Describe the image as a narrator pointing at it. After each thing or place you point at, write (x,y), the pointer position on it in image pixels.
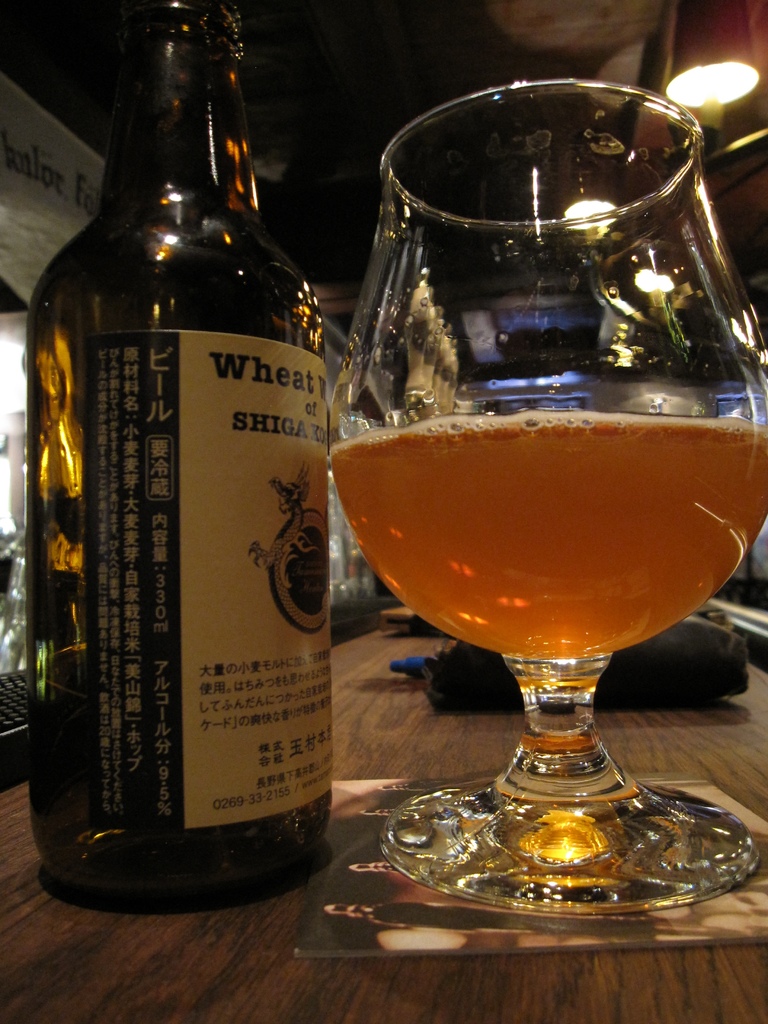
In this picture there is a bottle (148,50) and glass (571,826) and there are objects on the table (205,993) and there is text (99,574) on the label (291,569) of the bottle (291,639). At the top (7,210) there are lights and there is text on the board (40,228).
